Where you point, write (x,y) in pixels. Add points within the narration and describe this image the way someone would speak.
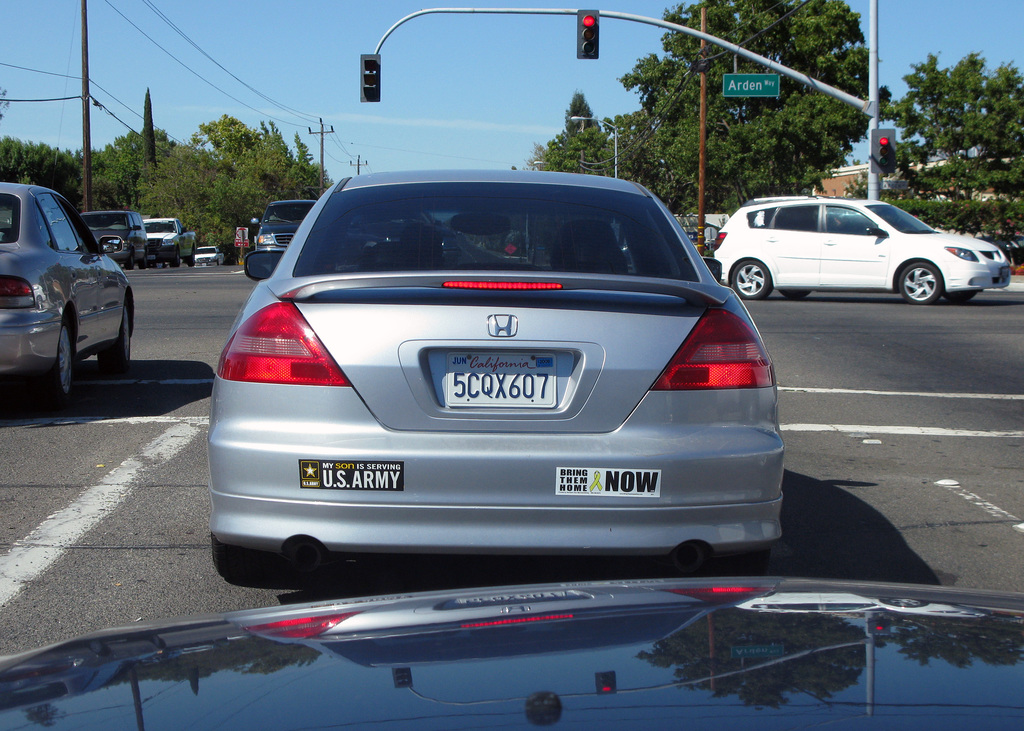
In this image there are cars (524,346) on the road (768,299). In the background (246,148) there are trees (168,144), poles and there are wires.
